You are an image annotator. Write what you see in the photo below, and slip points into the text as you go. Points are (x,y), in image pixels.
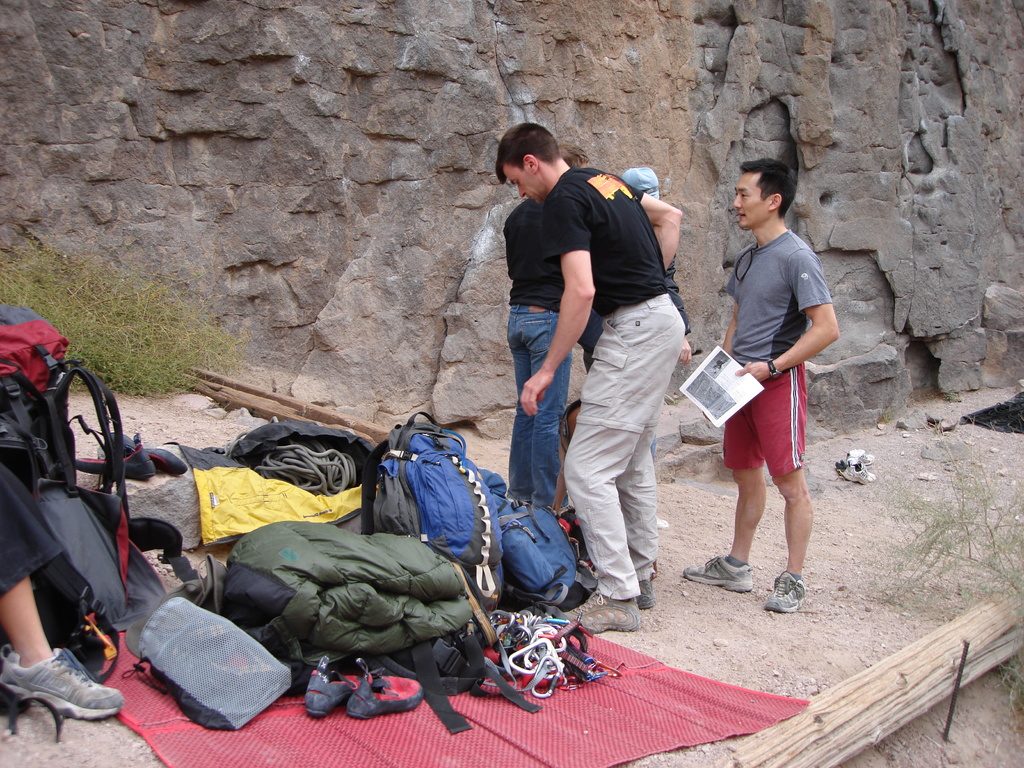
Here we can see four persons (525,386) standing on the right side (785,484). Here we can see few bags (173,651) kept on this mat (556,732). In the background (398,97) we can see a stone wall (291,87) and a grass (148,281) which is on the left side (123,305).
